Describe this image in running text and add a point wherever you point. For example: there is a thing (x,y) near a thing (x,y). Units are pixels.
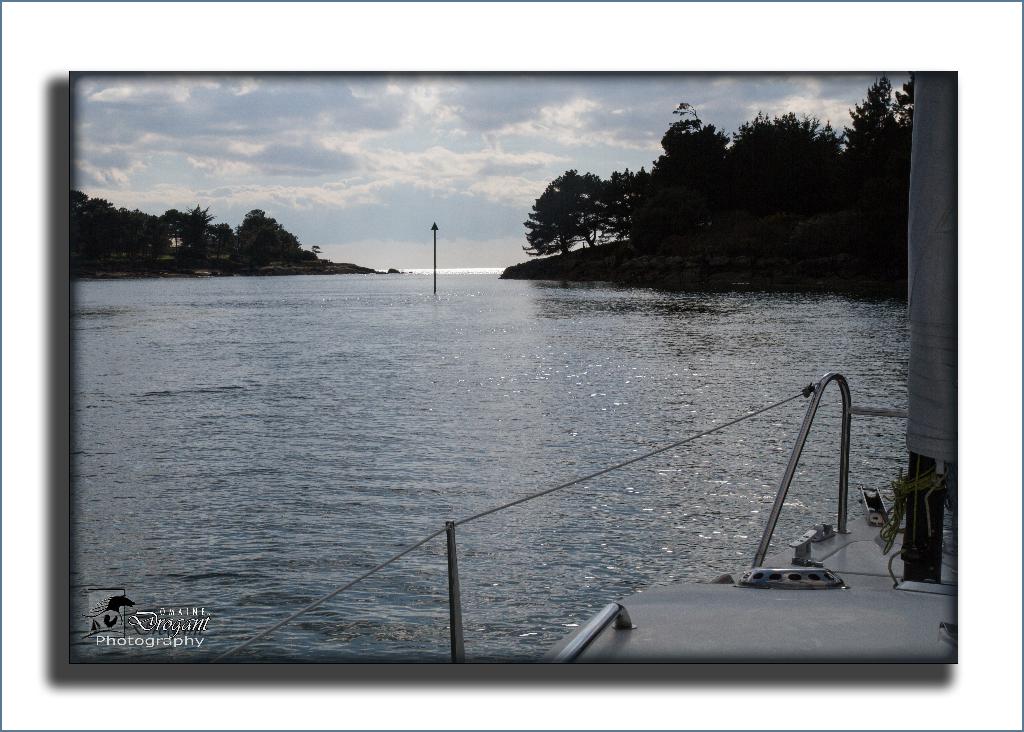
This is an edited image, it looks like ship (647,618) on the water (486,548). In front of the ship (660,615), there is a pole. On the left (273,237) and right side of the image (746,189), there are trees (258,252). At the top of the image (394,144), there is the sky (464,171). In the bottom left corner of the image (167,642), there is a watermark (150,628).
